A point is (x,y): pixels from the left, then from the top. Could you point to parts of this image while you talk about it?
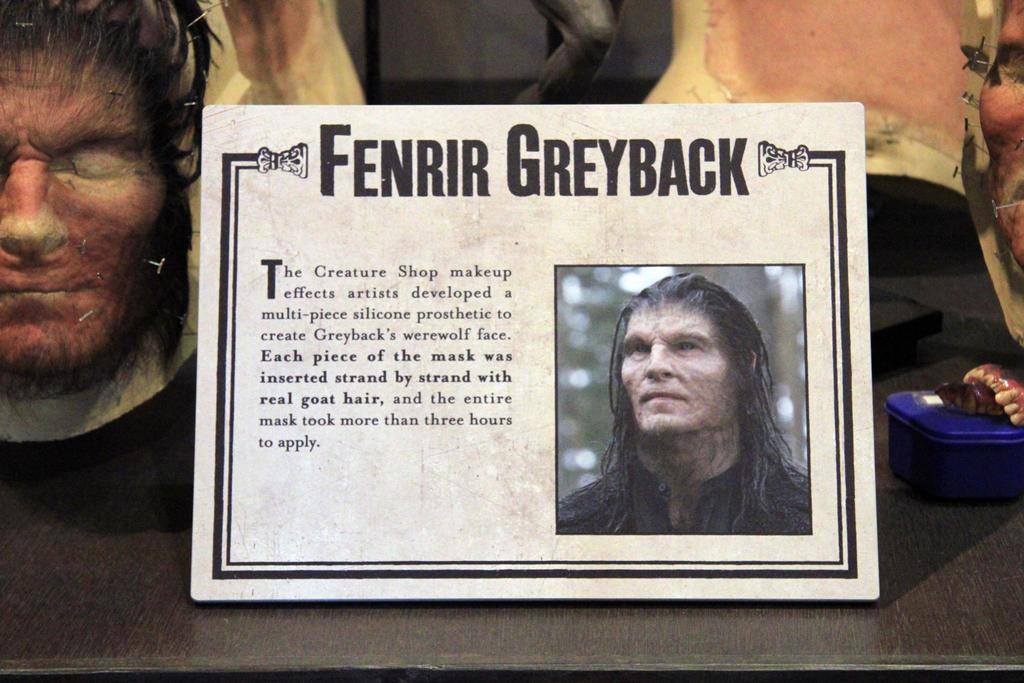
In this image in front (631,217) there is a photo frame (518,357), depiction of a person (29,322) and a few other objects (945,419) on the table (189,579).
